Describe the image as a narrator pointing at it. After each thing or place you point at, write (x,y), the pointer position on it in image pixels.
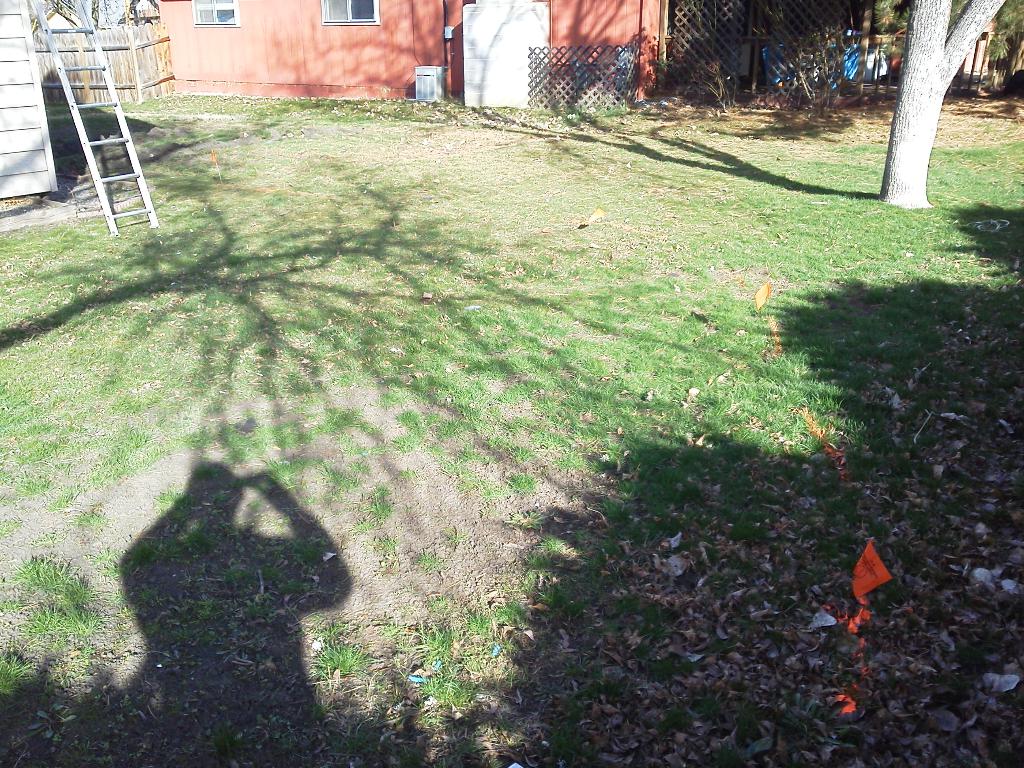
In this picture I can see a building (450,85) and few trees (945,58) in the back (334,63) and I can see a ladder (107,181) on the left side (68,76) and grass (564,387) on the ground (743,412).
